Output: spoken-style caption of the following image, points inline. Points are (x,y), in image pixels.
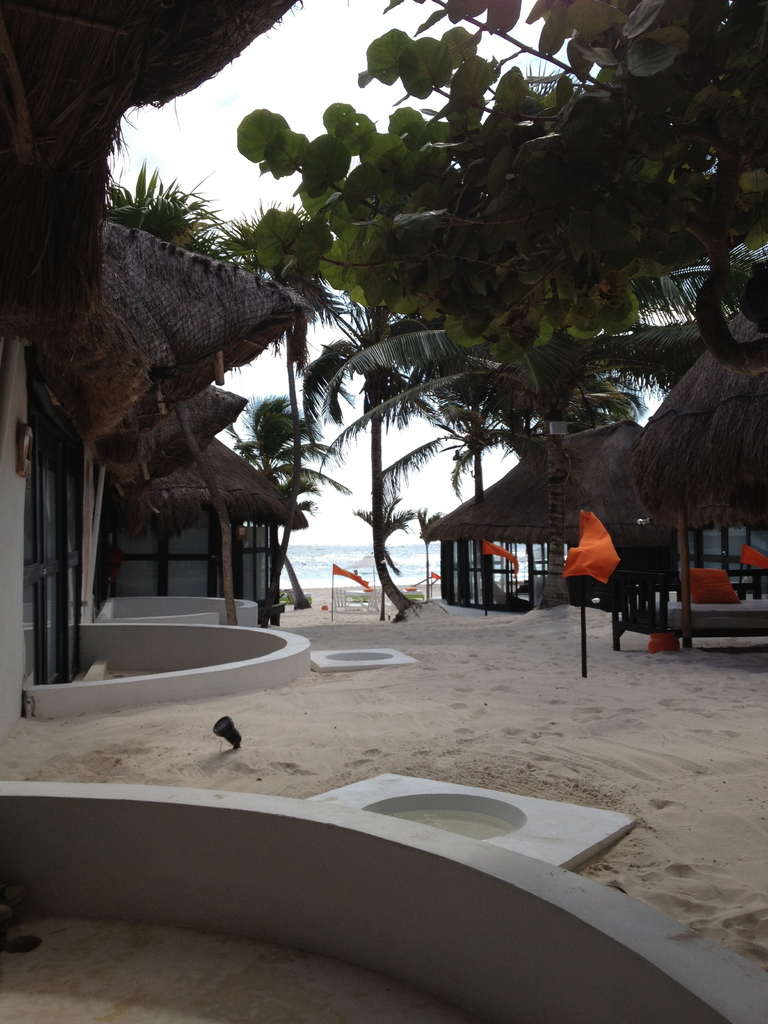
In this image we can see huts (605,476). Also there are trees (460,374). And there are flags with poles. On the ground (436,726) there is sand (537,694). In the background (349,532) there is water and sky (267,98).
